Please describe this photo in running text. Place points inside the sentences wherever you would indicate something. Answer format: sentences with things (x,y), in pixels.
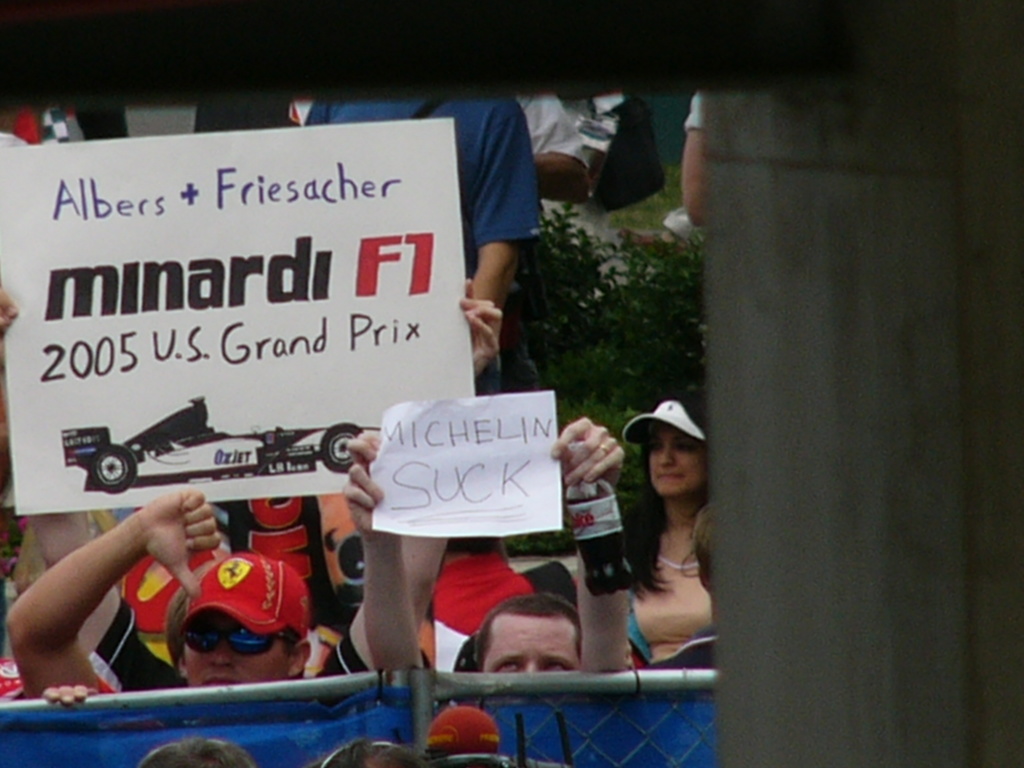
This picture is clicked outside the city. In this picture, we see people (297,642) standing on the road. The man (543,638) in front of the picture is holding a paper (434,477) containing the text (475,451) in his hands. Behind him, we see the man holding a whiteboard (212,302) with some text (284,269) written on it. Behind that, we see people (556,154) standing and beside them, there are plants (553,324). On the right side of the picture (803,506), we see a pillar (782,405). At the bottom of the picture (261,712), we see a blue color sheet (623,757).
